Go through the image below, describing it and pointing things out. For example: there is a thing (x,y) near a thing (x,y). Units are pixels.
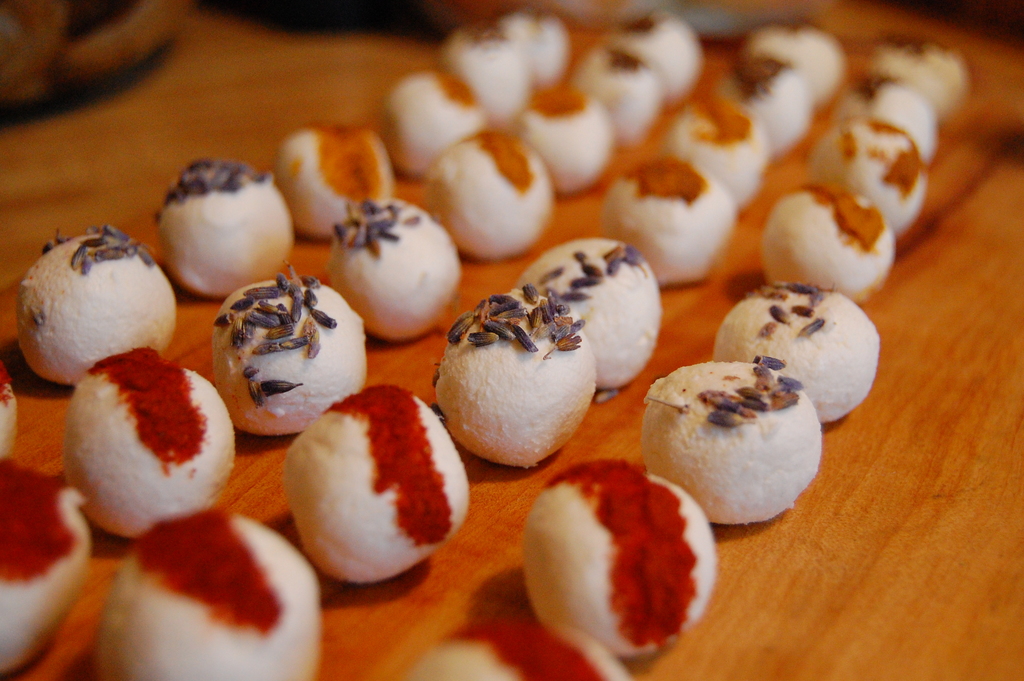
In this image we can see some food (340,446) containing lavender buds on it placed on the table (250,504).
